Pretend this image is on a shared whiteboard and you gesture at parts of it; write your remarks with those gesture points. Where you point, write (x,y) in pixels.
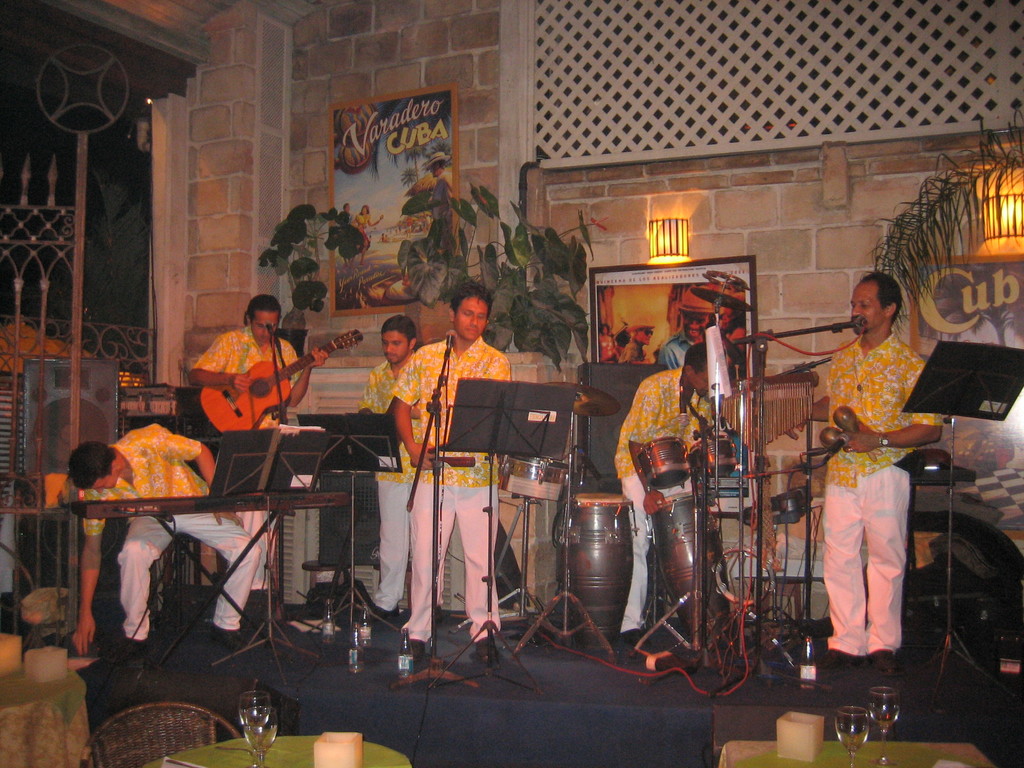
There are group of people (419,395) playing musical instruments (595,395) in front of a mic (432,414).
